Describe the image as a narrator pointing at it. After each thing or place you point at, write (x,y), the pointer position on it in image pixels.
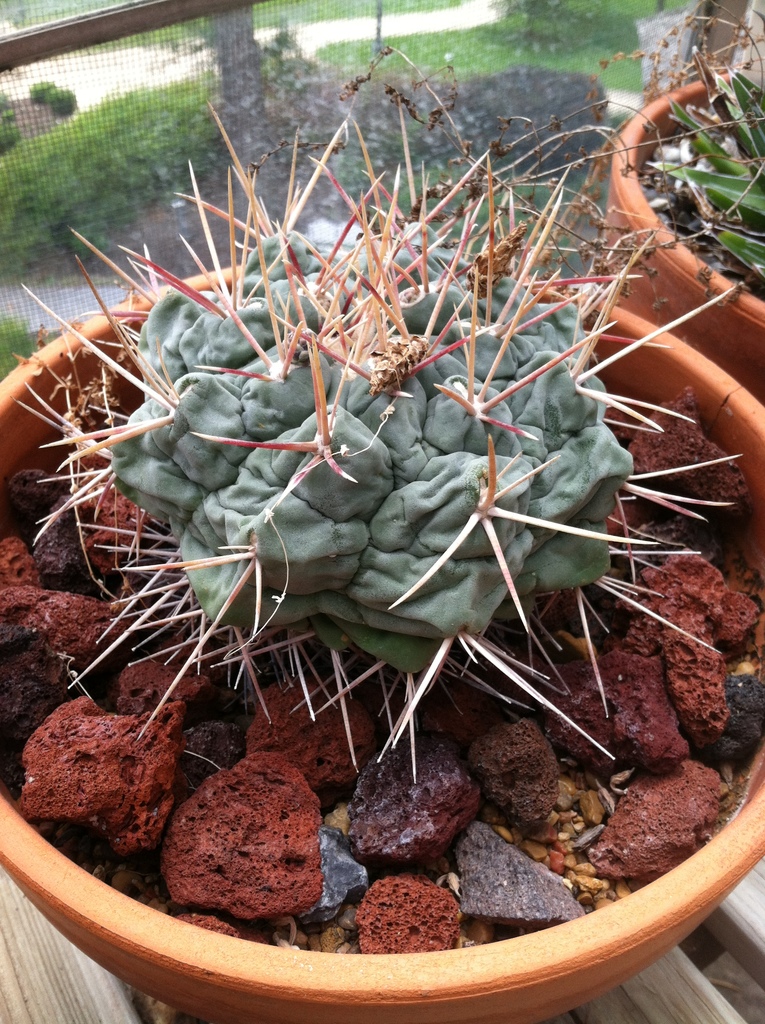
In this image we can see two potted plants (523,405) and in the background (82,24) there is a fence (215,157), plants (156,129) and stones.
